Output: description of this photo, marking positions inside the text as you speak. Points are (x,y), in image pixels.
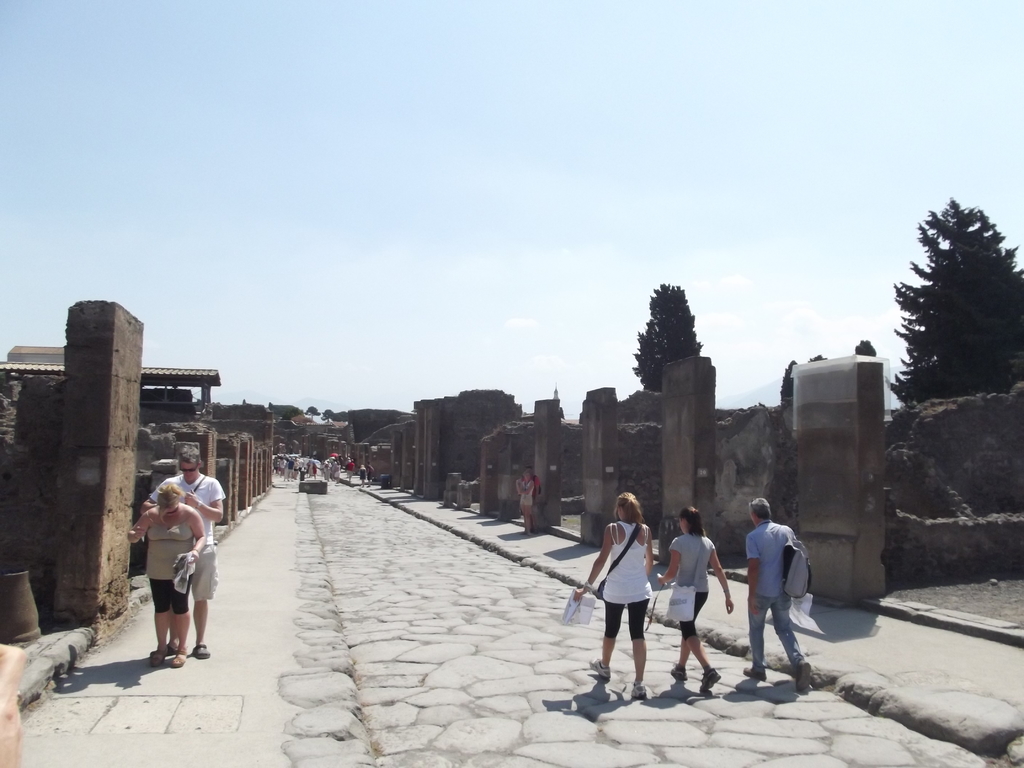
This picture is clicked outside the city. At the bottom of the picture (711,685), we see three people (633,610) are walking on the road (368,519). They are holding white color bags (670,594) in their hands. On the left side (163,508), we see two people (202,500) are standing and we even see a shed (183,385). On either side of the picture, we see pillars (116,469) or poles (587,446). On the right side (1000,278), there are trees (903,305). In the background (317,471), we see many people (364,470) are walking on the road (437,571) and there are trees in the background (317,410). At the top of the picture (394,180), we see the sky (617,149).
